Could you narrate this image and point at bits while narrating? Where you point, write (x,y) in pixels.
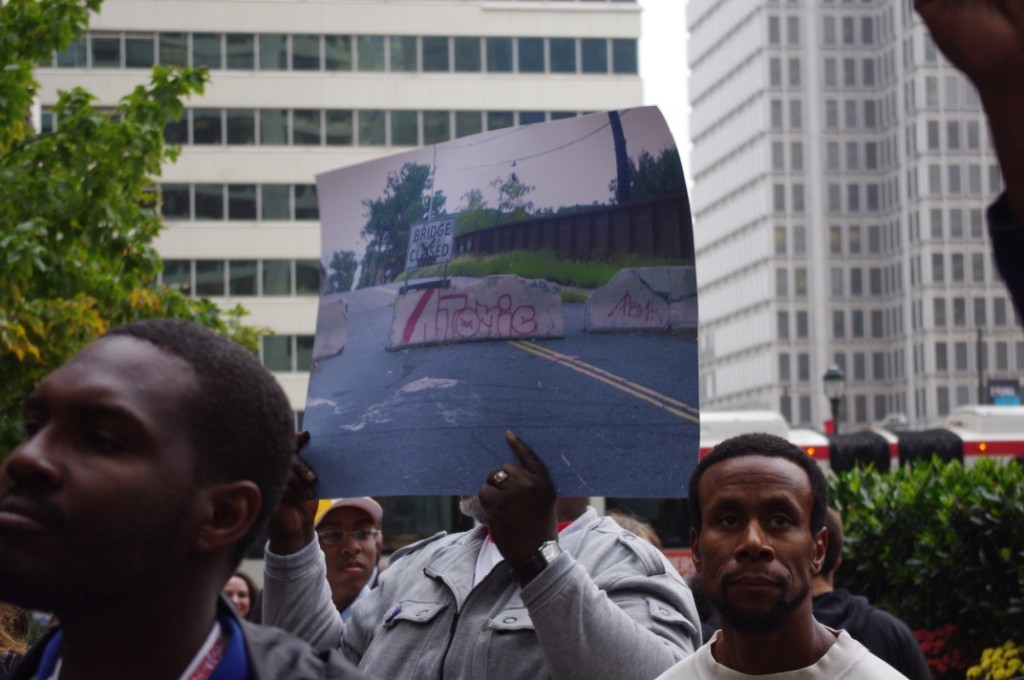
In this image there are a few people (423,584) standing, one of them is holding a poster (519,343), behind them there are trees (10,432) and there is like a vehicle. In the background (847,374) there are buildings (811,186).
